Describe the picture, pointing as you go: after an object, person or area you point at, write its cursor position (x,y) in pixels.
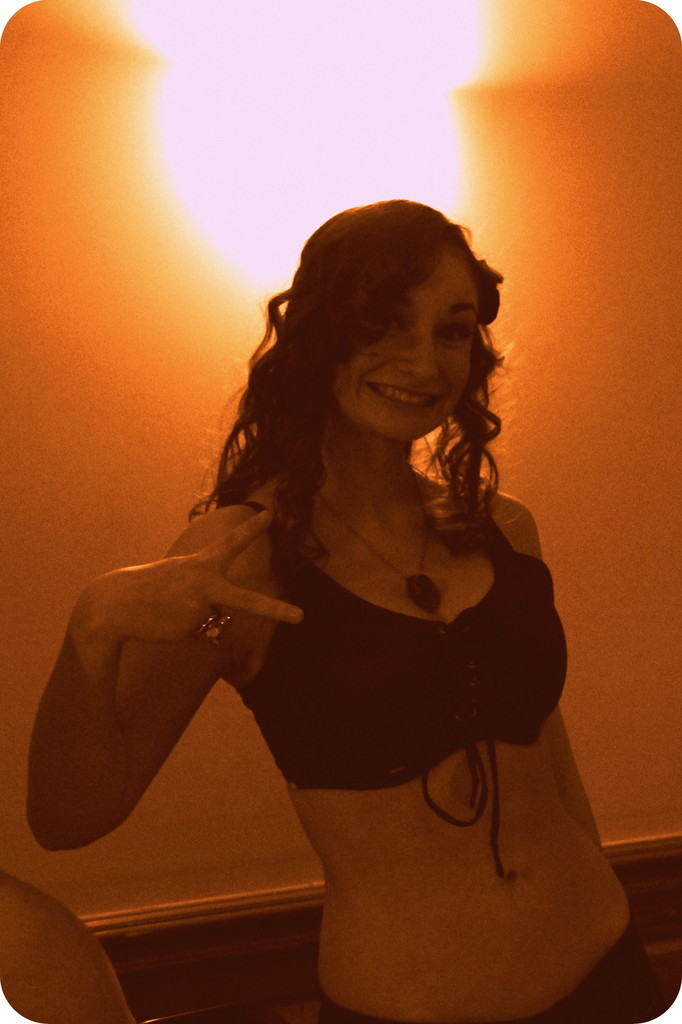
There is a woman (448,404) in black color bikini (273,698) smiling, standing and showing a symbol. In the background (387,103), there is a light (387,67) near the wall (84,373).
